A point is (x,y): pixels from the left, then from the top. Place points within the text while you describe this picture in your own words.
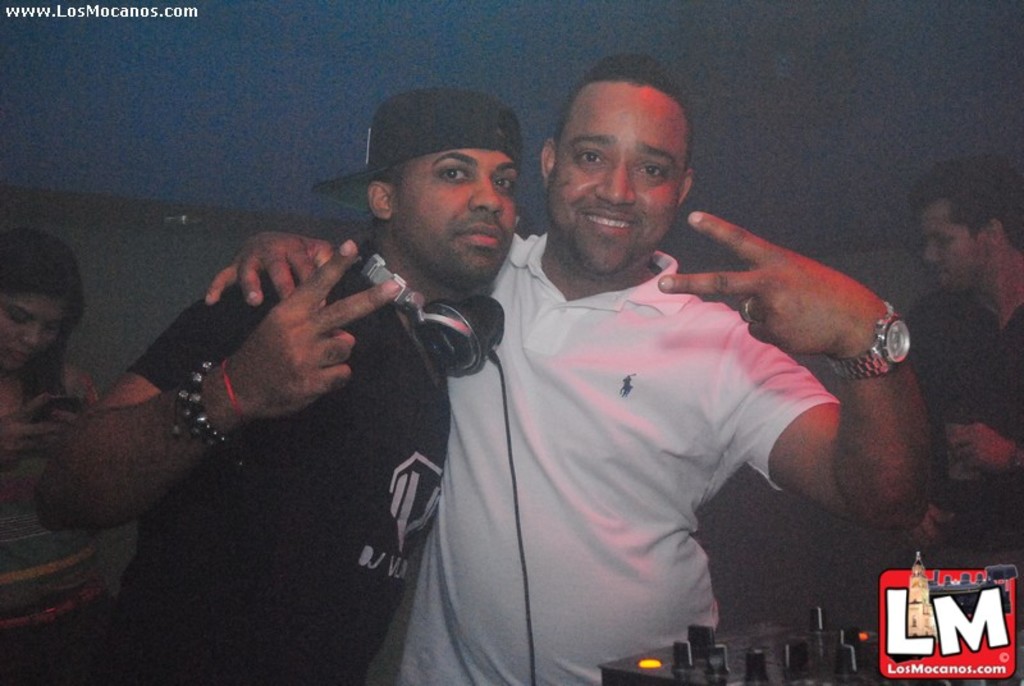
In this picture, we can see there are a group of people (552,402) standing on the path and in front of the people (460,506) there is a music system (797,635) and behind the people (195,376) there is a wall (156,286) and on the image there are watermarks (40,7).
